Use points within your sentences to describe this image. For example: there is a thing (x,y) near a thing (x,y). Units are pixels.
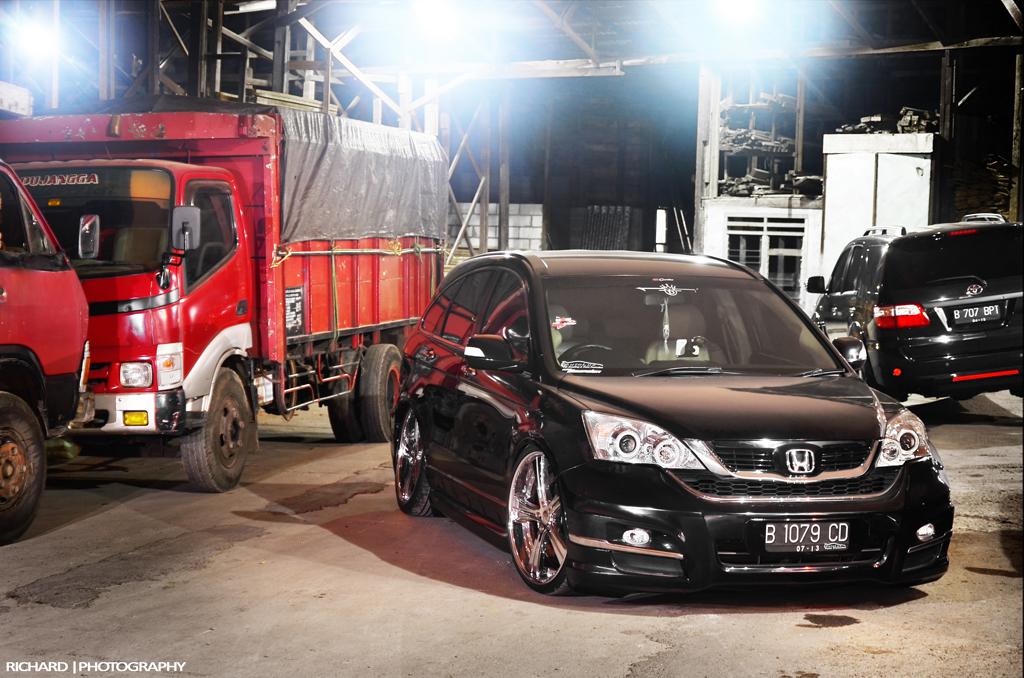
In the center of the image (600,288) we can see some vehicles (297,260). In the background of the image (634,206) we can see wall (649,129), transformer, rods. At the bottom of the image (266,620) we can see road (319,610) and some text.
